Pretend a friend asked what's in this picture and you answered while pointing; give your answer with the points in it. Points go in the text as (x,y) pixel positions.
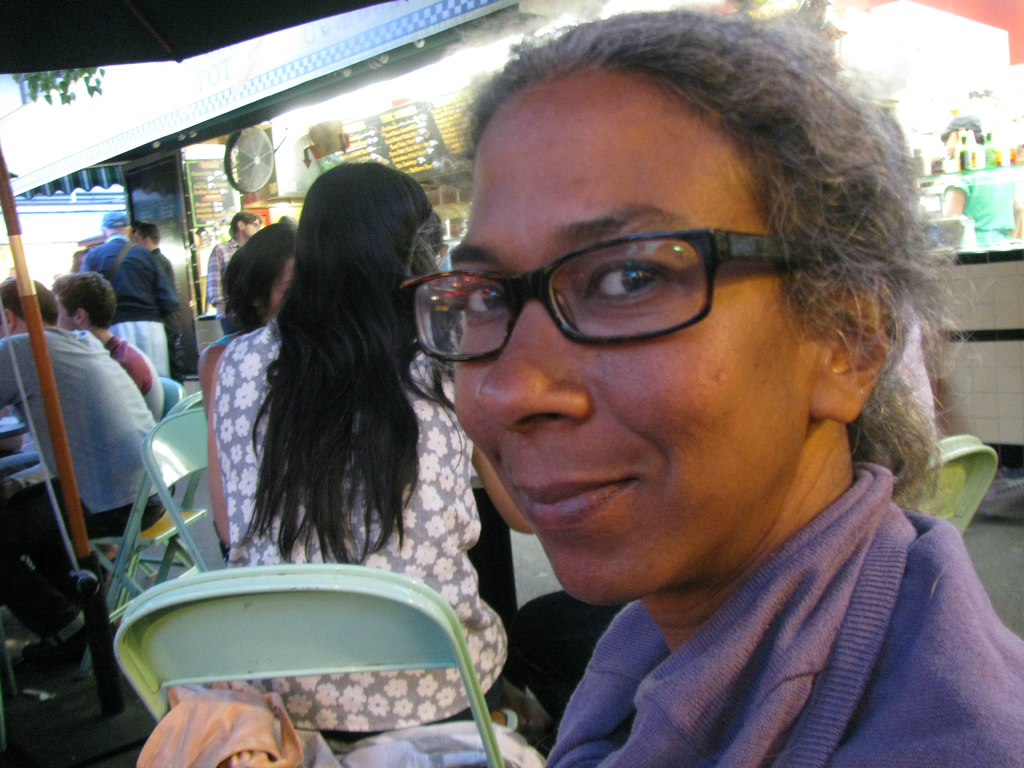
On the right side (829,541), there is a woman (643,498) wearing a spectacle (619,281) and smiling. In the background (400,259), there are persons (315,193). Some of them are sitting on chairs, there is a pole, a building (104,131) and other objects (929,177).
